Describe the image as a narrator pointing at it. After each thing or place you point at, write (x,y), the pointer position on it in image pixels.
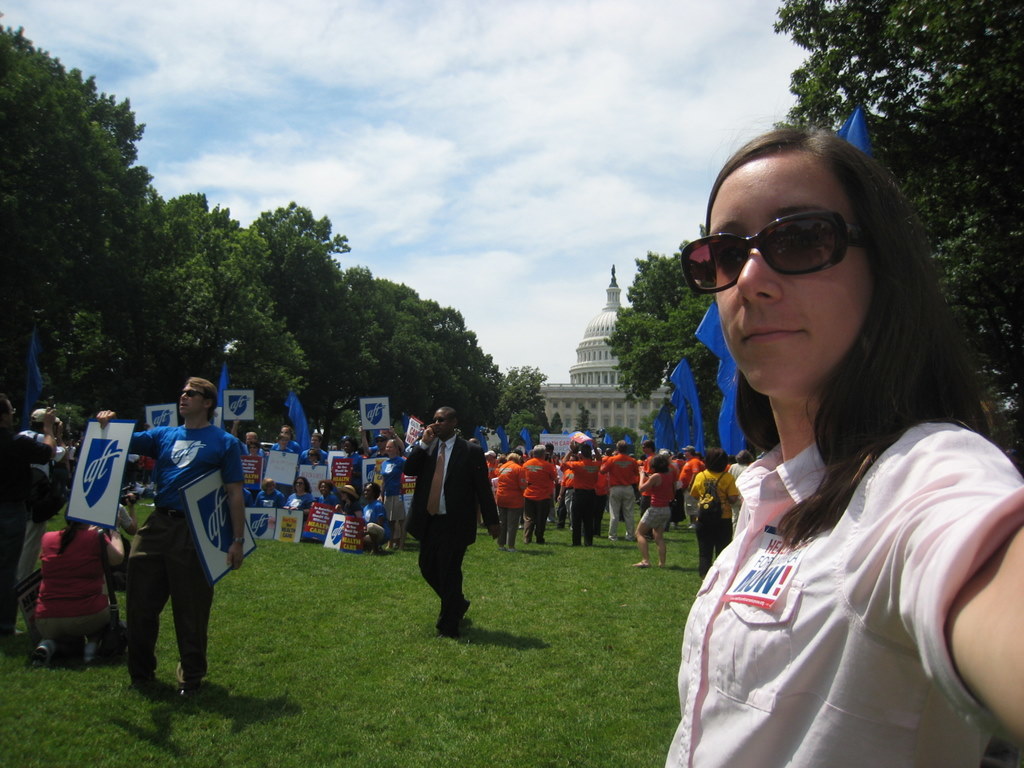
On the right (787,446) there is a woman (816,258) who is wearing goggles (797,261) and shirt (848,518). On the left (168,432) there is a man (169,470) who is wearing blue t-shirt (164,455), goggles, trouser (208,595) and shoe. He is holding the boards (111,457), behind him we can see a man (479,475) who is wearing suit (419,487) and holding mobile (428,429). In the background (730,480) we can see two groups (367,443) one in blue and other in orange dress (682,469). Both of them are holding banners (506,438) and posters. In their back we can see many trees (468,390) and building (601,371). At the top (340,110) we can see sky (508,171) and clouds (431,101).
